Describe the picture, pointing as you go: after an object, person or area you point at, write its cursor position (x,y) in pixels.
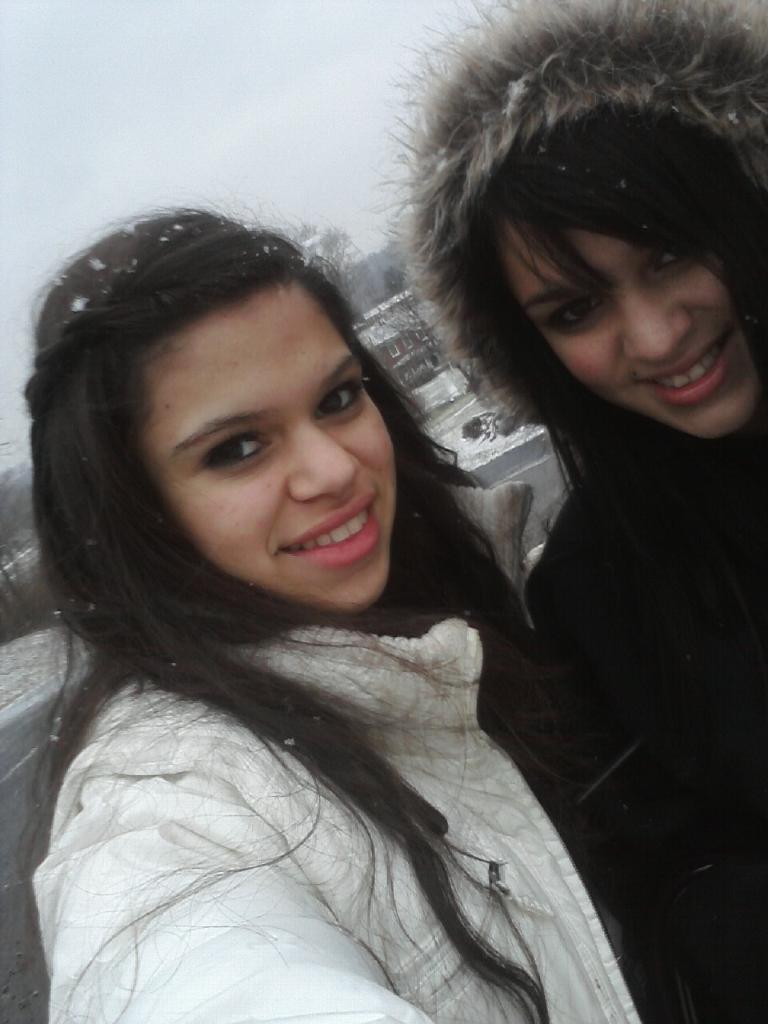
In the image two women (422,612) were taking a selfie, the climate is very cool, behind the women (470,334) there is a house (411,326) and in the background (263,153) there is a sky (300,65).
